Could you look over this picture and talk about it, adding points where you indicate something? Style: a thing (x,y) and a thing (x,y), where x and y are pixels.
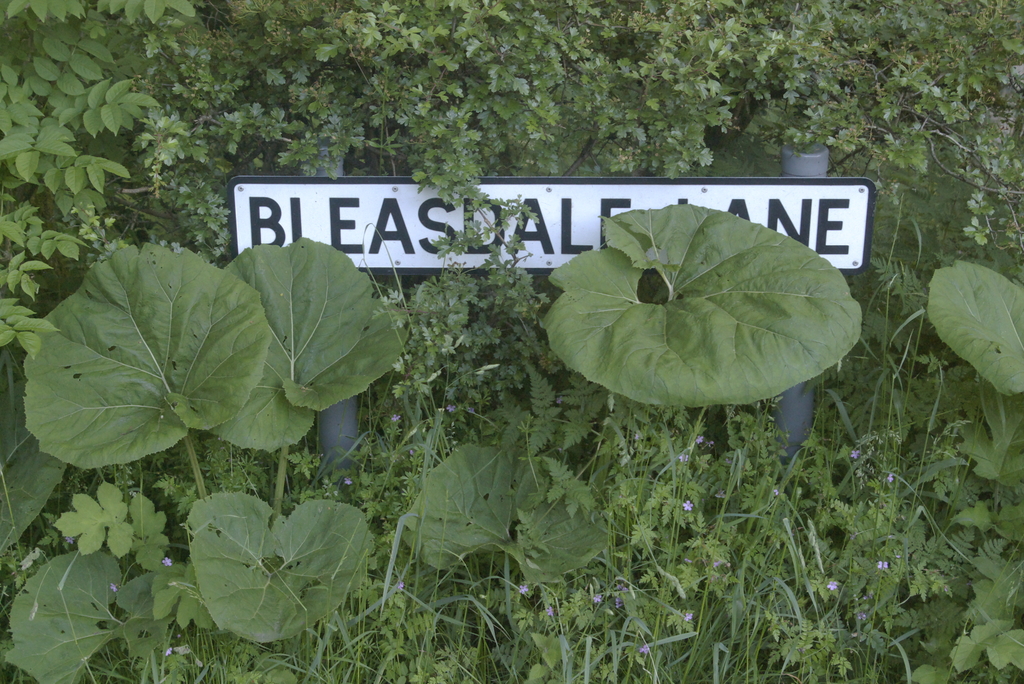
In this image there is sign board (430,260) in middle of this image (583,233) and there are some plants (648,384) in the background (597,171).
